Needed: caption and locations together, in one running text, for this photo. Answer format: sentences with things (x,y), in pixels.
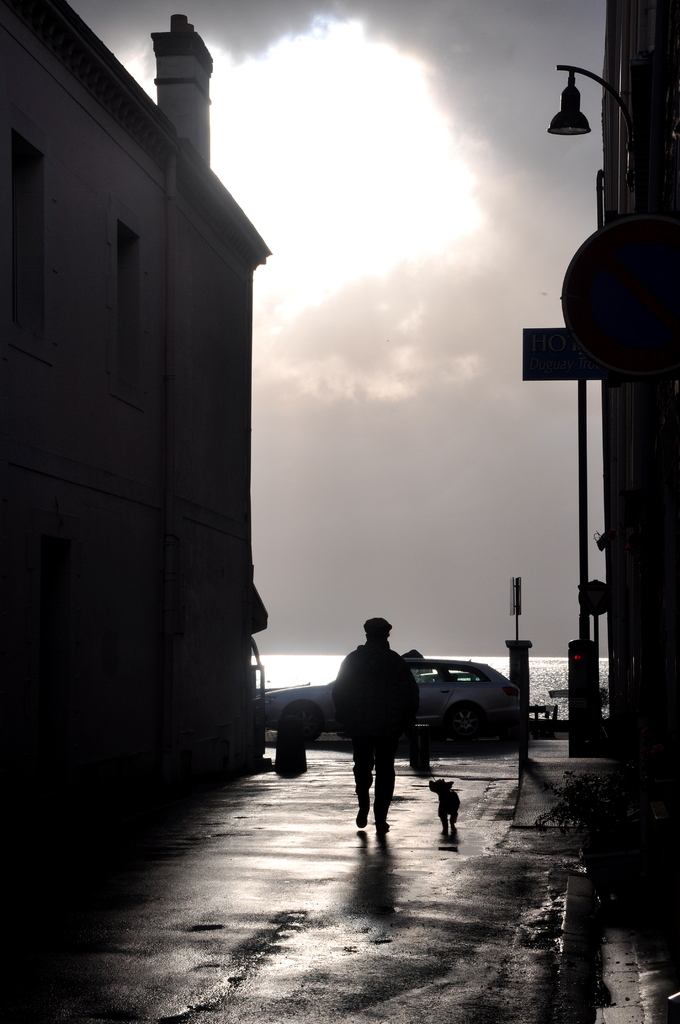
This is a dark image. In the center of the image (309,667) we can see a car (449,665), water (488,659), boards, dog (432,789) and a man (353,742) is walking on the road (339,774) In the background of the image (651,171) we can see the buildings (20,444), windows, pole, light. At the bottom of the image (225,877) we can see the road (163,877). At the top of the image (432,198) we can see the clouds (445,452) in the sky (547,418).
